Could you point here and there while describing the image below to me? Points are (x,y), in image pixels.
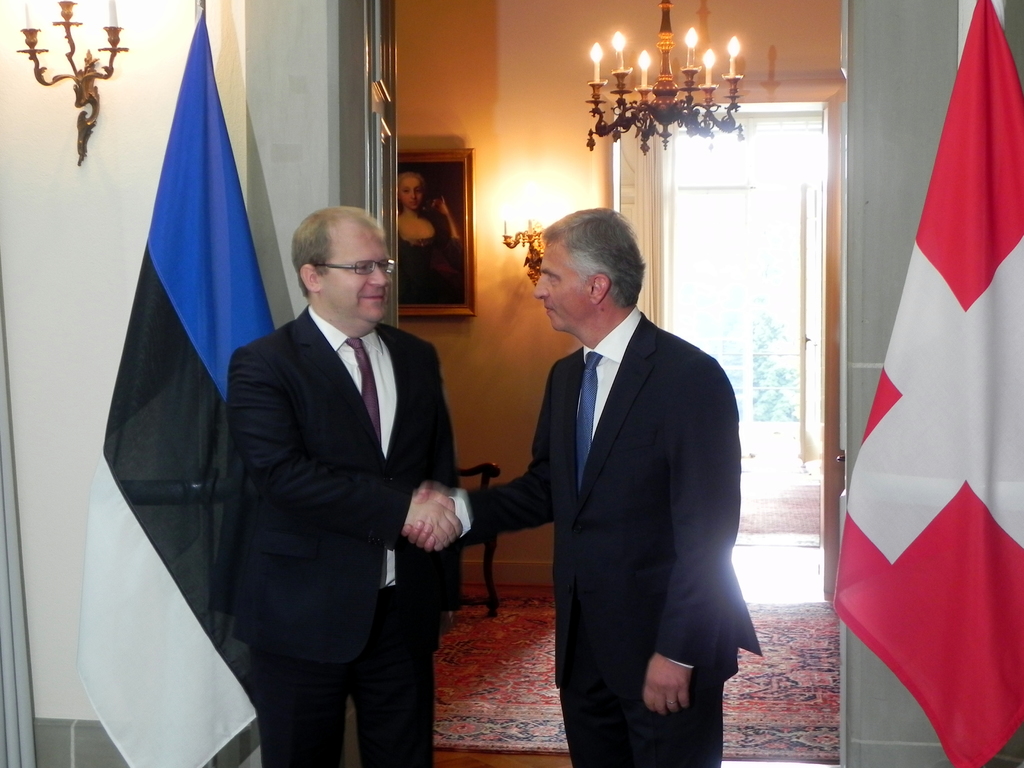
In this image there are two men (602,585) shaking their hands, on either side of them there are flags (875,514), walls (869,288), in the background (503,212) there is a wall (506,198) for that wall (479,194) there is a photo frame (419,229), light (529,214) at the top (688,94) there is a chandelier (709,97).
